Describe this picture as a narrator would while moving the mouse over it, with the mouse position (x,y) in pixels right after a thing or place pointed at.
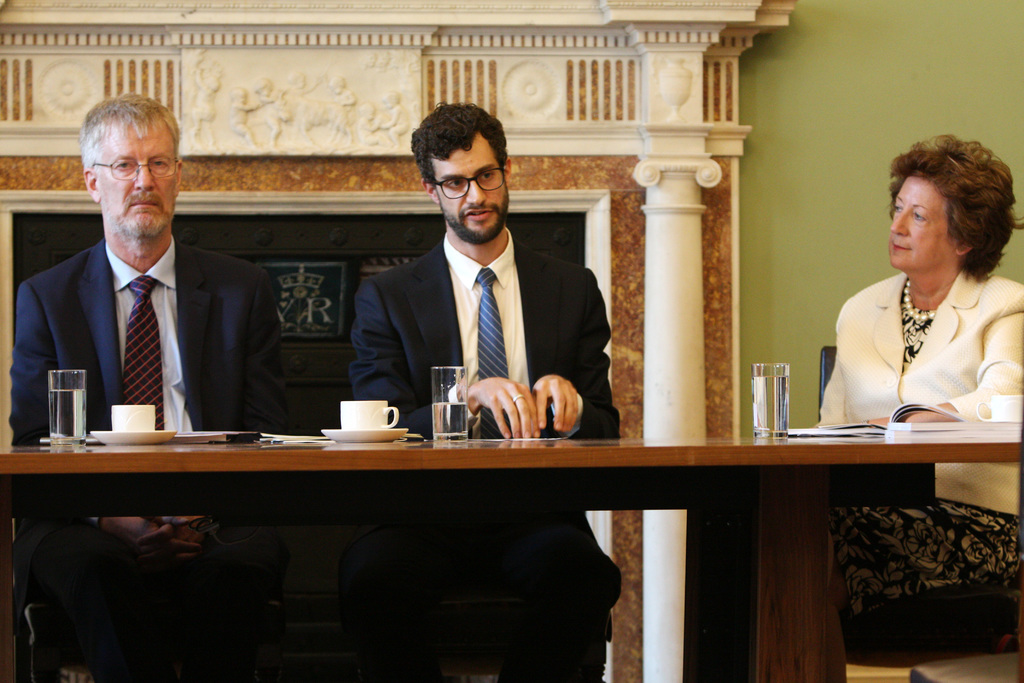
in this picture three people (493,246) sitting on chairs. In front of them there is a table (631,456). On it there are glasses (772,431), cup (120,429) and paper (812,433). Out of the three two are men (218,311) who are sitting on the left (100,277) the lady (943,300) is sitting in the right (937,340). Both the men (74,301) are wearing suits (70,283). The lady (872,359) is wearing a white coat (875,340). On the background (65,71) there is wall (748,72).
